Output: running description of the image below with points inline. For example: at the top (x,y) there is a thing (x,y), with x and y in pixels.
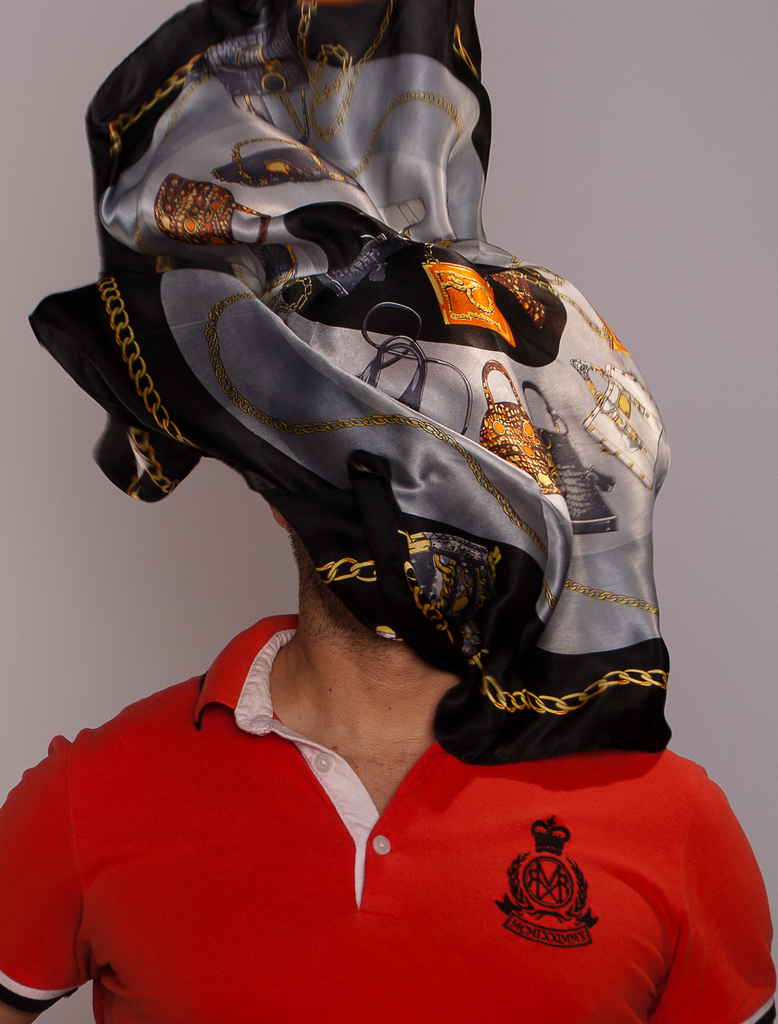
In this picture we can see a man (373,866), he wore a red color t-shirt (423,928), there is a cloth (446,334) on his face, in the background (625,229) there is a wall (614,220).
